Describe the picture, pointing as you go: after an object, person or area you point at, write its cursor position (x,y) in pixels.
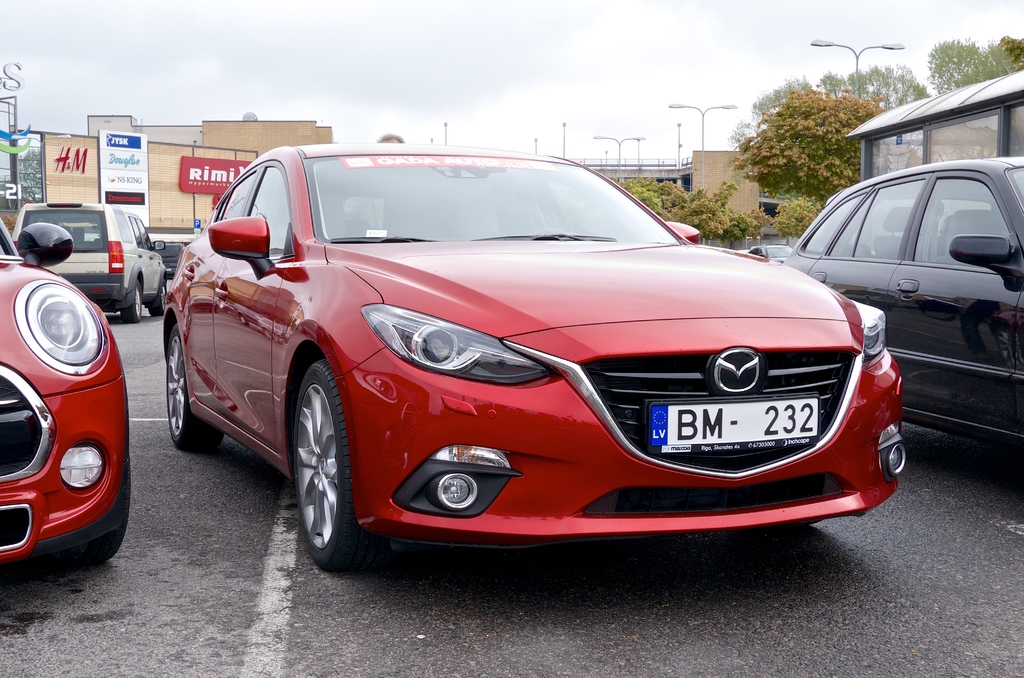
In this picture cars (518,327) are parked on the road (705,575). At the background (148,191) there are buildings (218,138), trees (789,158), street light (881,47) and sky (428,53).
